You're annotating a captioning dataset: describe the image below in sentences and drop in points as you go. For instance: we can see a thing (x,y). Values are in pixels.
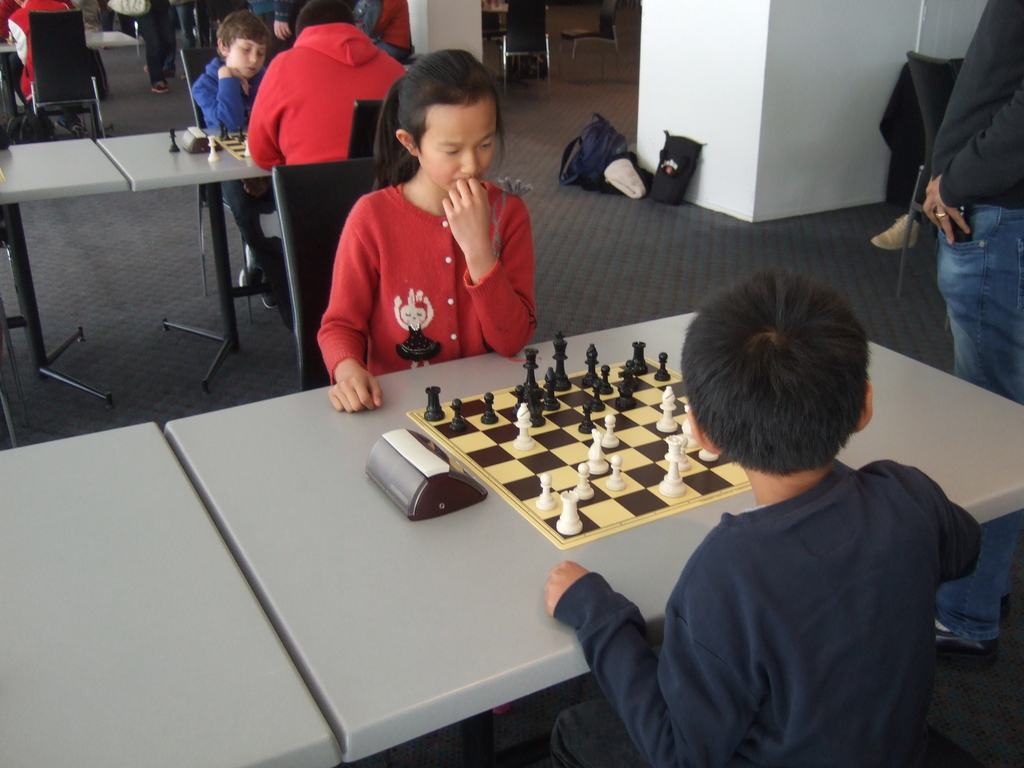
In the picture we can see some people (401,277) are sitting on a chair (39,95) near the tables (74,537) on the table (657,343) they are playing a chess (650,372). and we can see some bags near the wall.
